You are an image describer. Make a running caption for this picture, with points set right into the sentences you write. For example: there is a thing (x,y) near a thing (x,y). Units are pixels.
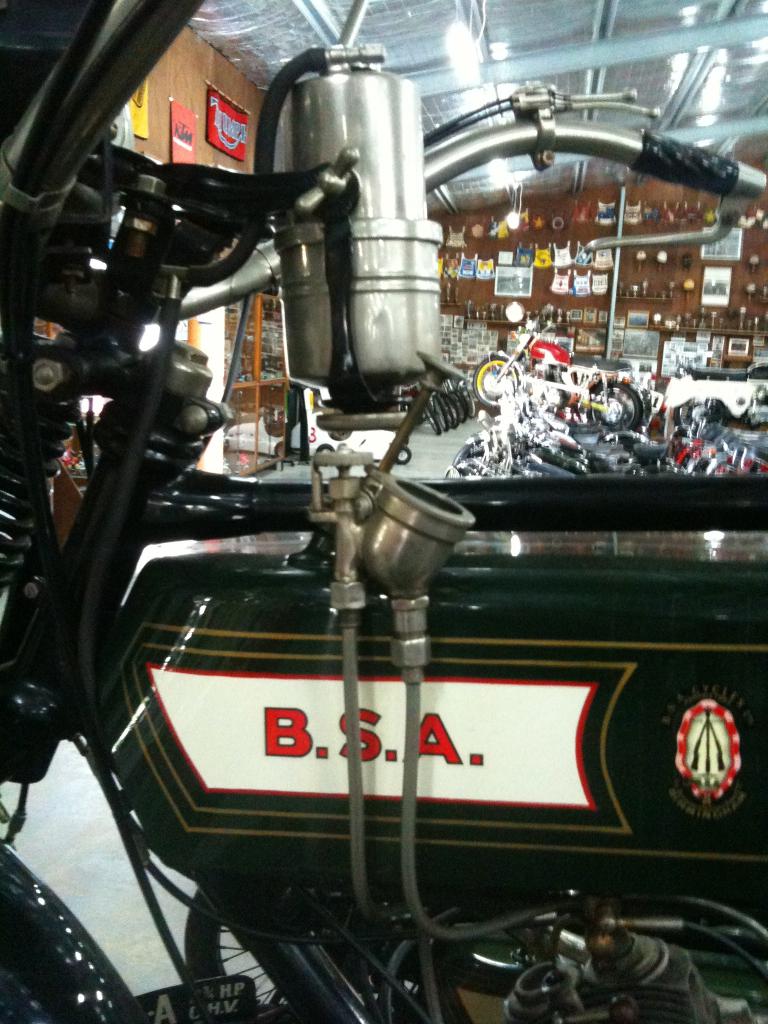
In this picture we can see a bike (306,681) in the front (562,771), in the background (676,429) there are some motor cycles (595,400), on the left side (226,122) there are some words (243,126), we can see some lights (467,70) at the top of the picture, in the background (525,285) there are some parts of the vehicles (648,452), photo frames (720,255) and some other things (601,217).
